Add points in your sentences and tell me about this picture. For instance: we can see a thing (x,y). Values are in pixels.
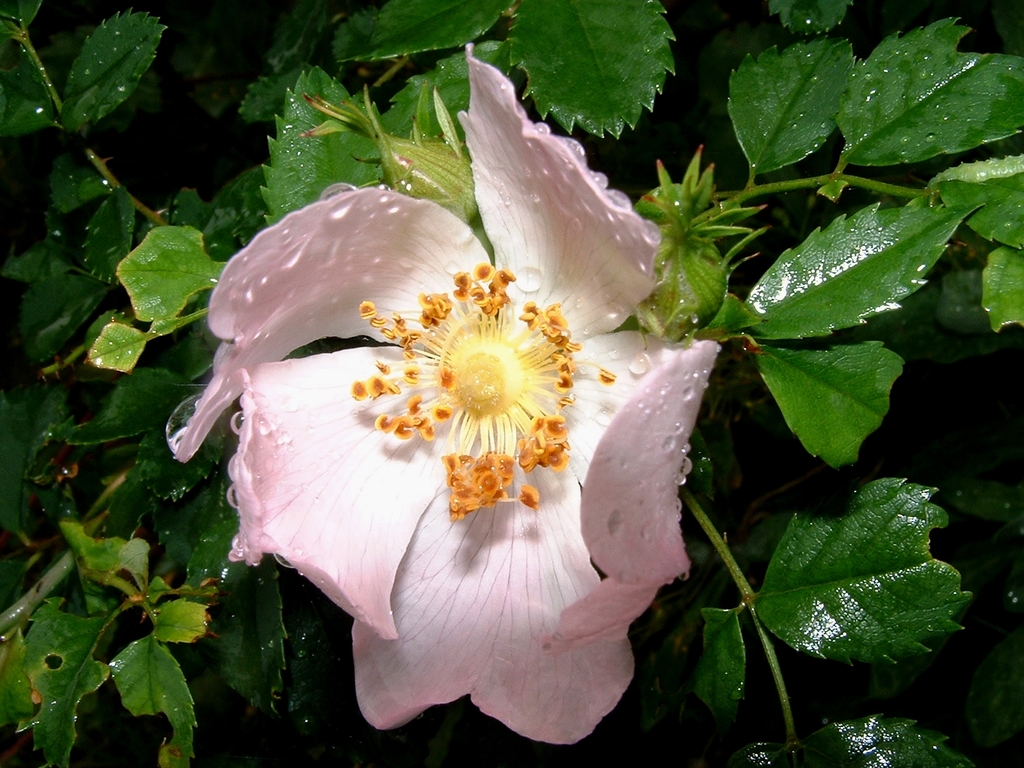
In this image there is a plant (432,531) with pink color flower (572,411), and there are water drops (773,300) on it.
